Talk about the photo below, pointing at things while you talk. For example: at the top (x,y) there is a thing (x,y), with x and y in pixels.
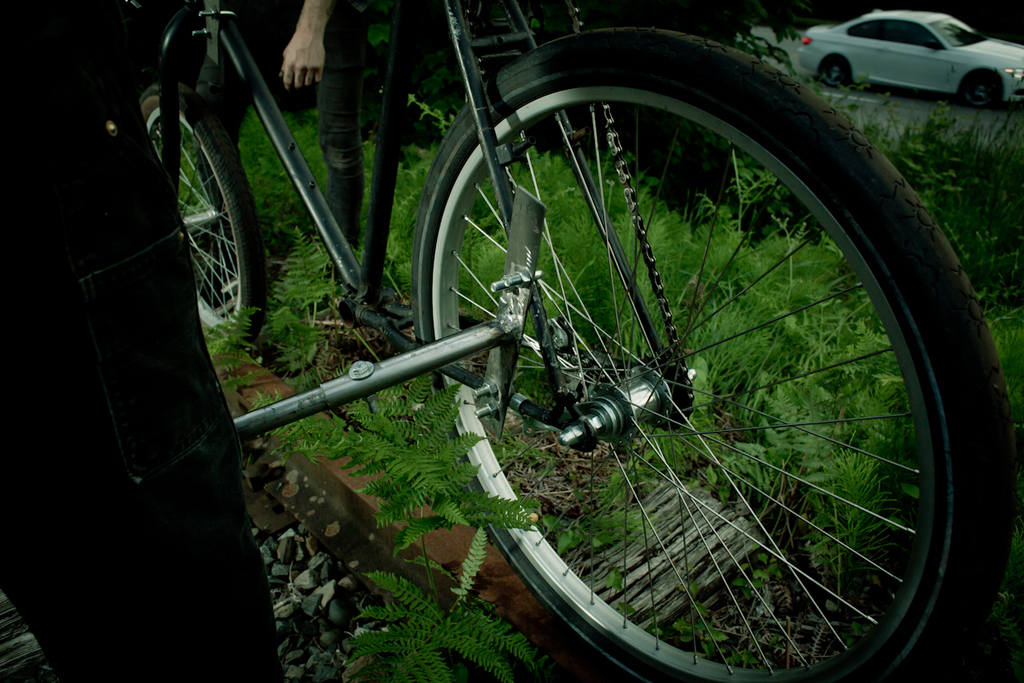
In this image I can see a bicycle (235,143) and a person (335,95) is standing on the grass ground (740,441). On the top right side of the image (883,23) I can see a white colour car (863,35) on the road (873,91).
